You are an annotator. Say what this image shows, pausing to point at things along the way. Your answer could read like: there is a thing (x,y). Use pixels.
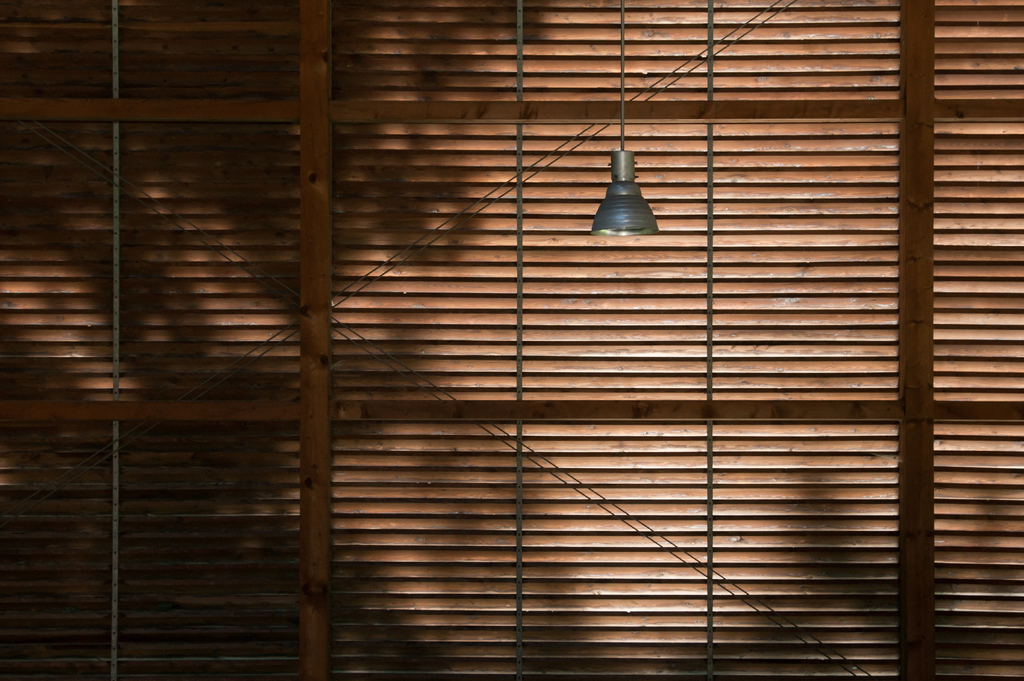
In this image we can see a light (615,209) and in the background (699,449) it looks like window blinds (702,178).
